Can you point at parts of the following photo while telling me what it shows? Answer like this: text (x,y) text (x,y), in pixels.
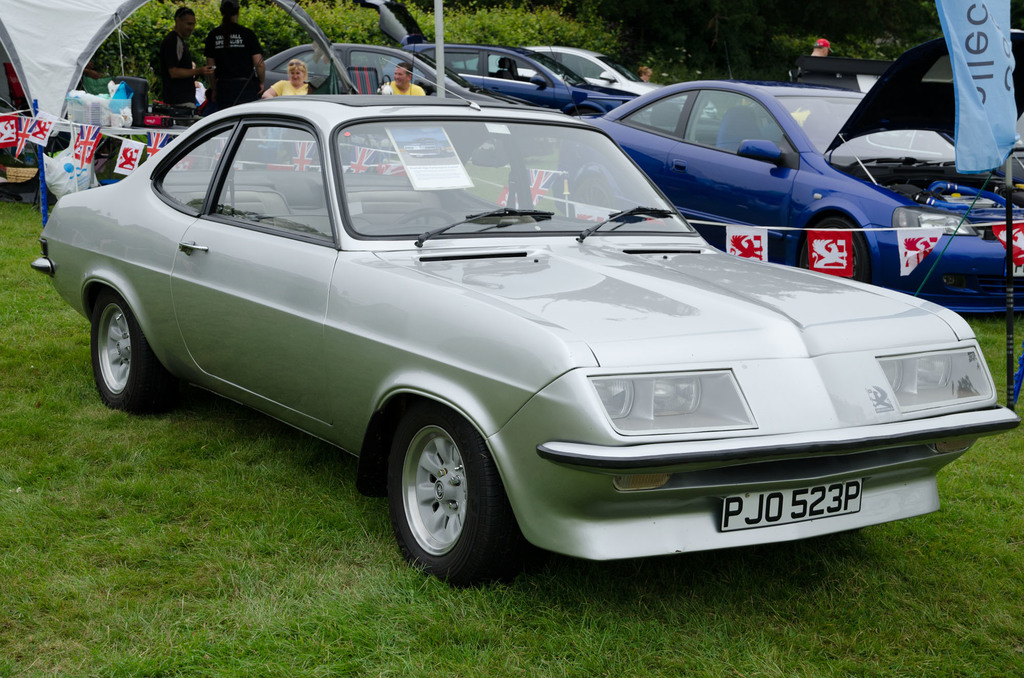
In this picture i can see vehicles (640,230) on the ground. In the background (285,92) i can see grass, poles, flags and people (247,93) are standing on the ground (329,514).
